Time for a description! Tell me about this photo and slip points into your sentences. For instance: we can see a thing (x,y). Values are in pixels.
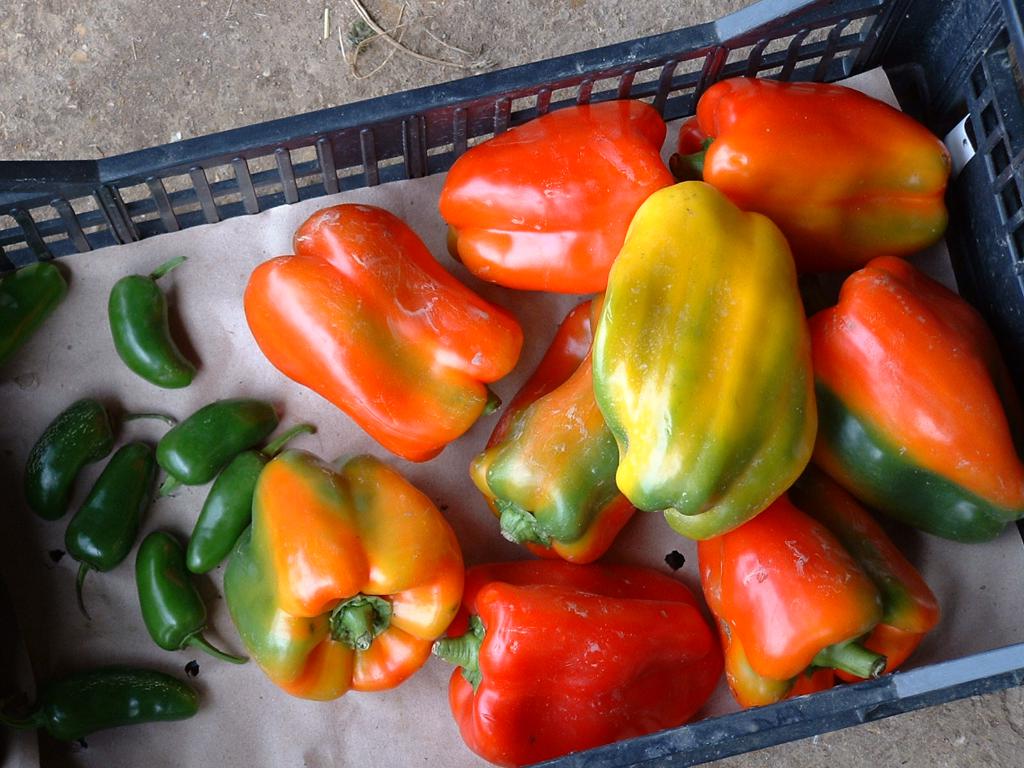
The picture consists of capsicums (536,412), chillies (107,418), tray (121,229), pad (432,466), floor (886,730) and other objects (465,70).
